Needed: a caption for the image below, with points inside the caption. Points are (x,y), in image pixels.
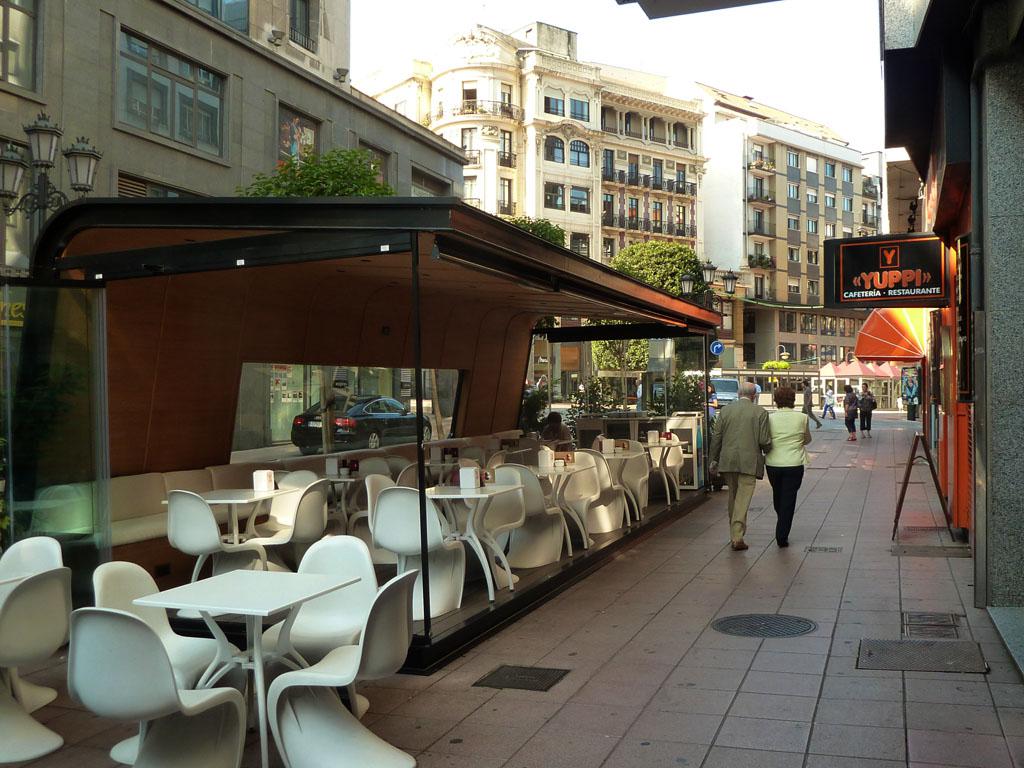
In the picture I can see there are few people (798,414) walking on the road (767,499), I can see white color tables (270,597), white color chairs (125,675), I can see boards (869,293), light poles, trees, vehicles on the road (820,519), I can see buildings (324,74) and the sky (429,45) in the background (566,158).
